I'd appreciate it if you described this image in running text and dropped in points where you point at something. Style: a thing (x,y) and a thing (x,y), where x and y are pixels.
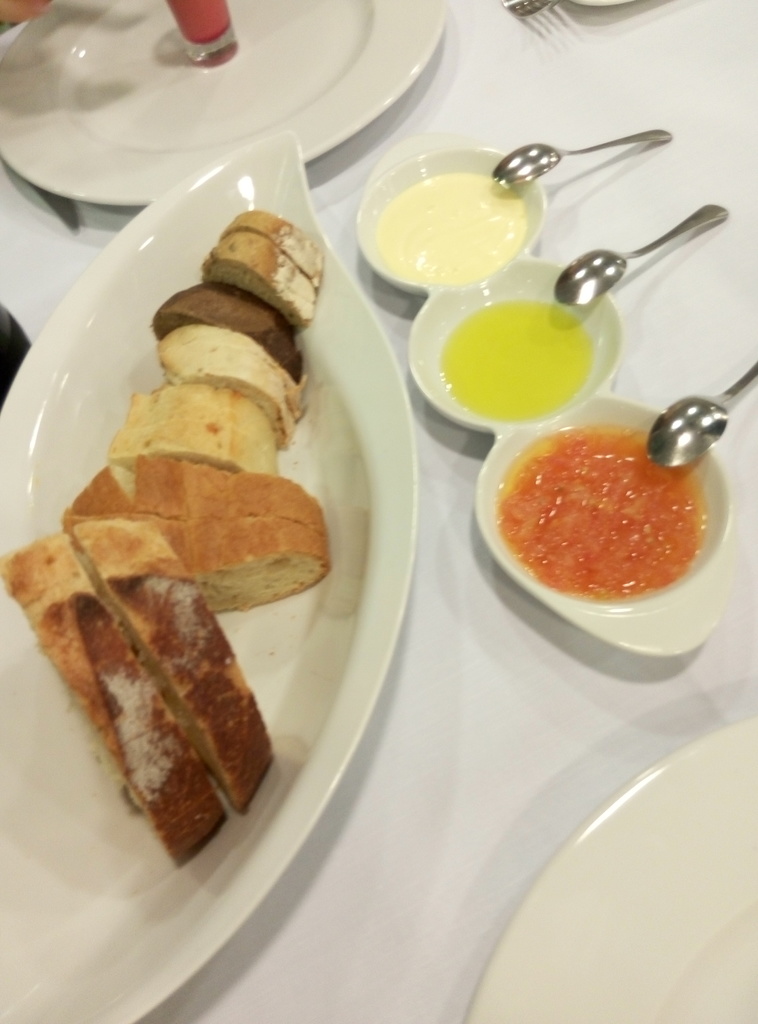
In this image there is food (163,587) in the bowl (122,859), there are spoons (571,152), there are plates (294,84) on the surface (503,80), there is an object (201,30) on the plate (210,92), towards the right of the image (662,929) there is a plate (654,895) truncated.
